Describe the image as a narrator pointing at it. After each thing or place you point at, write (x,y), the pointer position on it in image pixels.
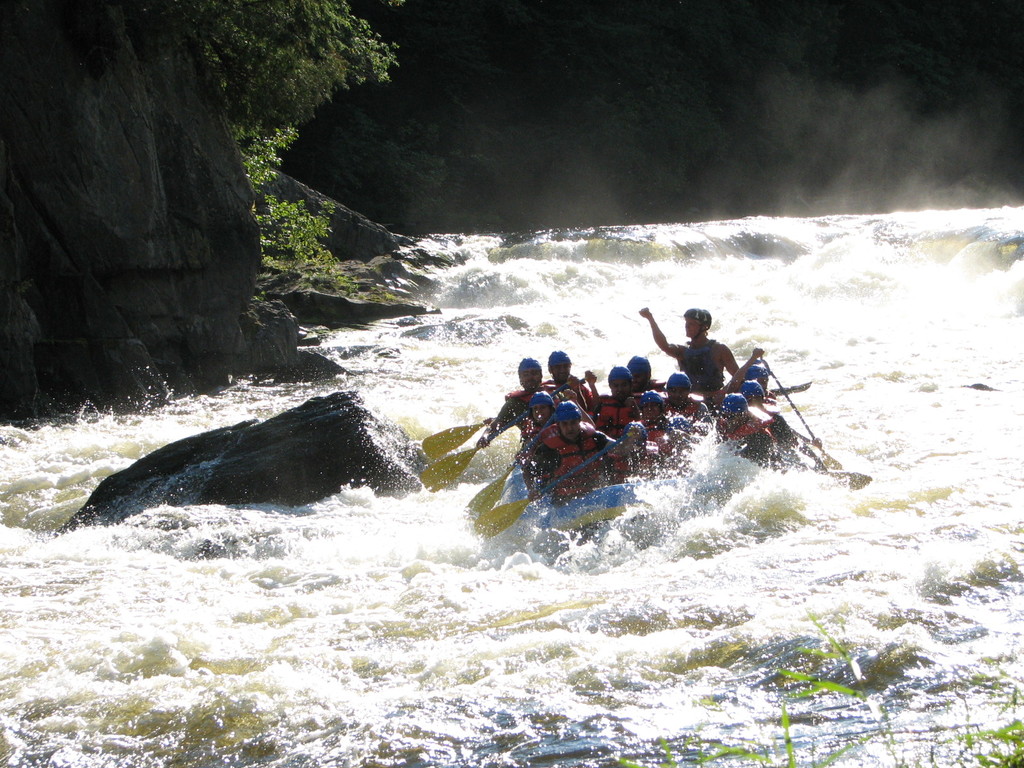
In this image I can see the group of people (660,446) are sitting on the boat (528,522) and holding the paddles (516,511). To the left (302,484) I can see the rock (281,494), trees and the mountains (172,167). I can see the black background (645,69).
